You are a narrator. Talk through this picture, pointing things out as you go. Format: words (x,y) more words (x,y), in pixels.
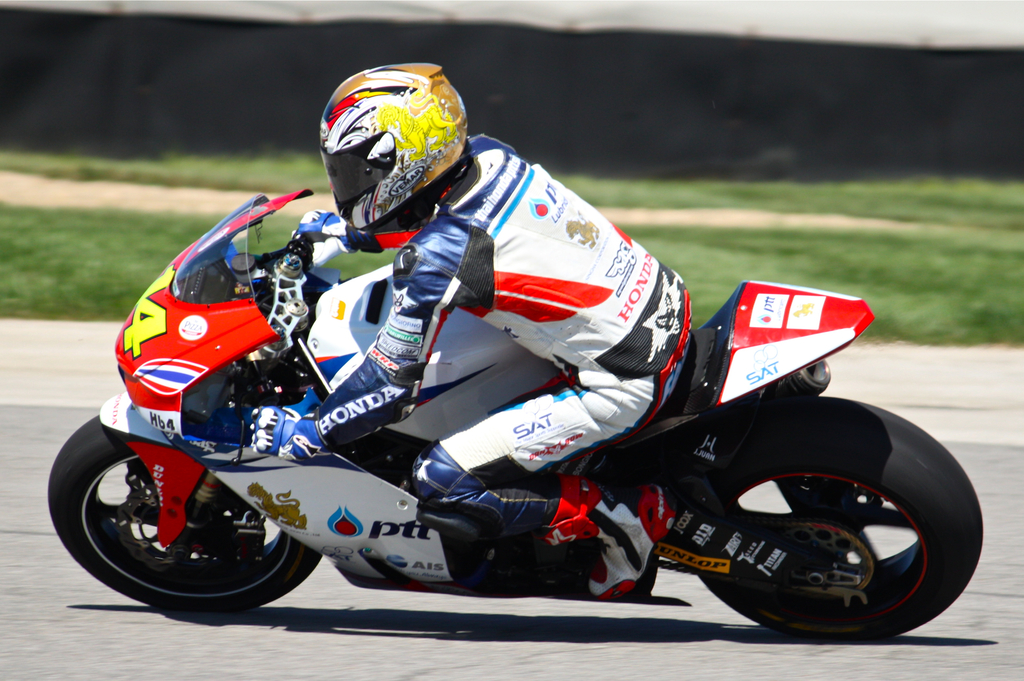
In this image I can see the person (375,425) riding the motorbike (368,545). The person (381,388) is wearing the colorful dress (405,384) and the motorbike (413,438) is also colorful. The person (408,253) is wearing the helmet (366,182) and he is on the road (474,612). To the side I can see the black color wall (690,144) and the grass (975,305).
